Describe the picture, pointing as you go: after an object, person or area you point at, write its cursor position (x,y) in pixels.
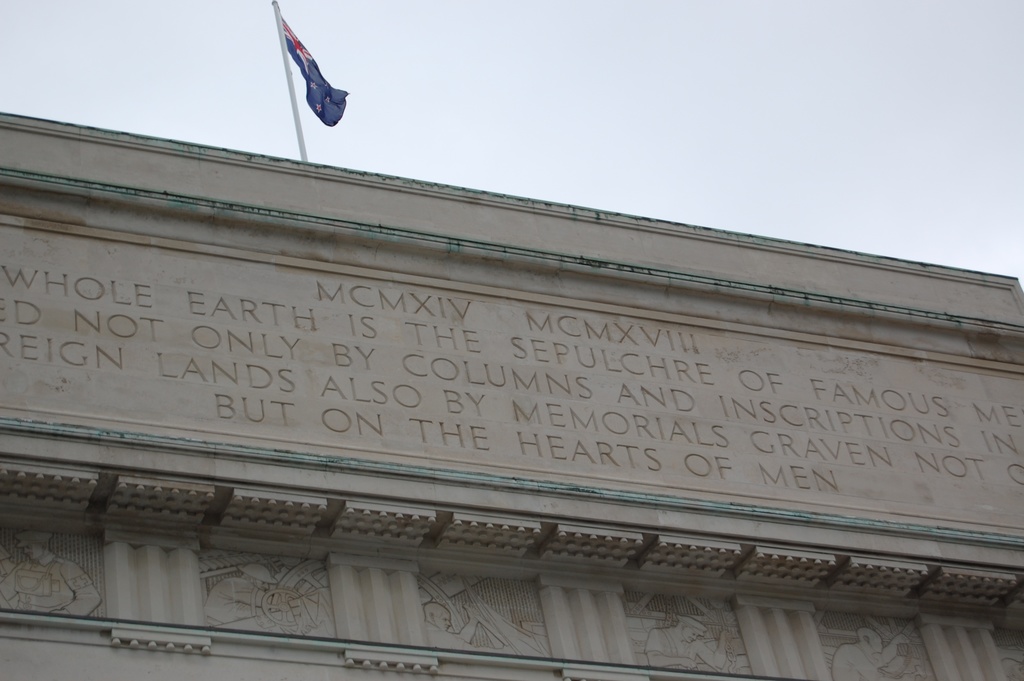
In this image in the center (497,317) there is a building (397,464), on the building (553,419) there is text (975,445) and some art (430,605) and there is a pole (288,84) and flag (294,44) on the building (902,289). At the top (547,116) there is sky (539,127).
